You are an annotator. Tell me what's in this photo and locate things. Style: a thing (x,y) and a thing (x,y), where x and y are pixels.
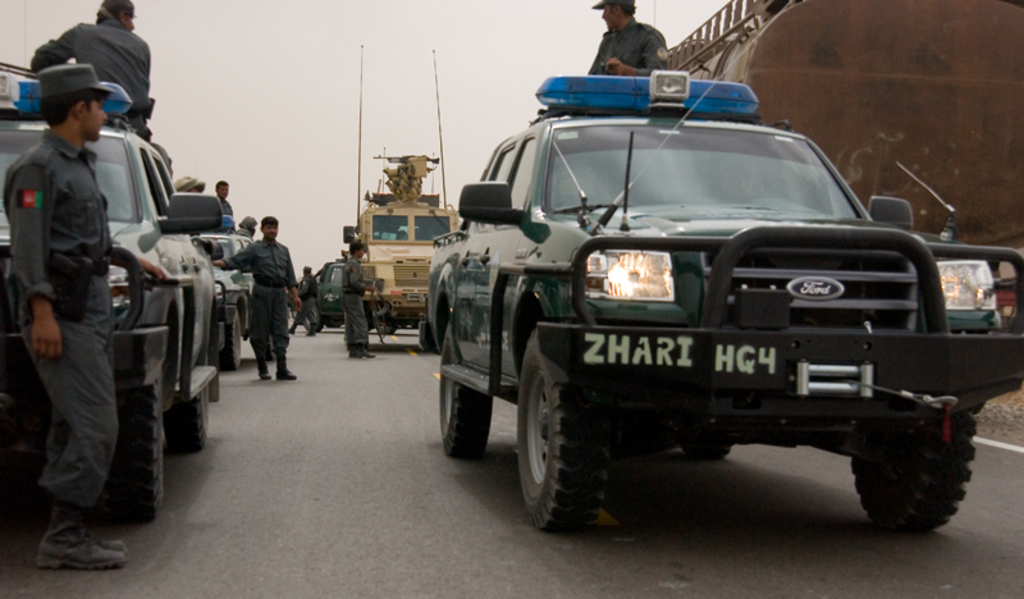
This is a picture on the streets (391,355). On the right (894,306) there is a vehicle (587,217) in black color, on the vehicle (619,76) there is a person (619,46) standing. On the left (191,254) there are two cars (197,292). Many people (280,254) are standing on the road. In the background (396,264) there is a truck (375,259) and car (333,283) behind it. Sky (270,78) is cloudy.
